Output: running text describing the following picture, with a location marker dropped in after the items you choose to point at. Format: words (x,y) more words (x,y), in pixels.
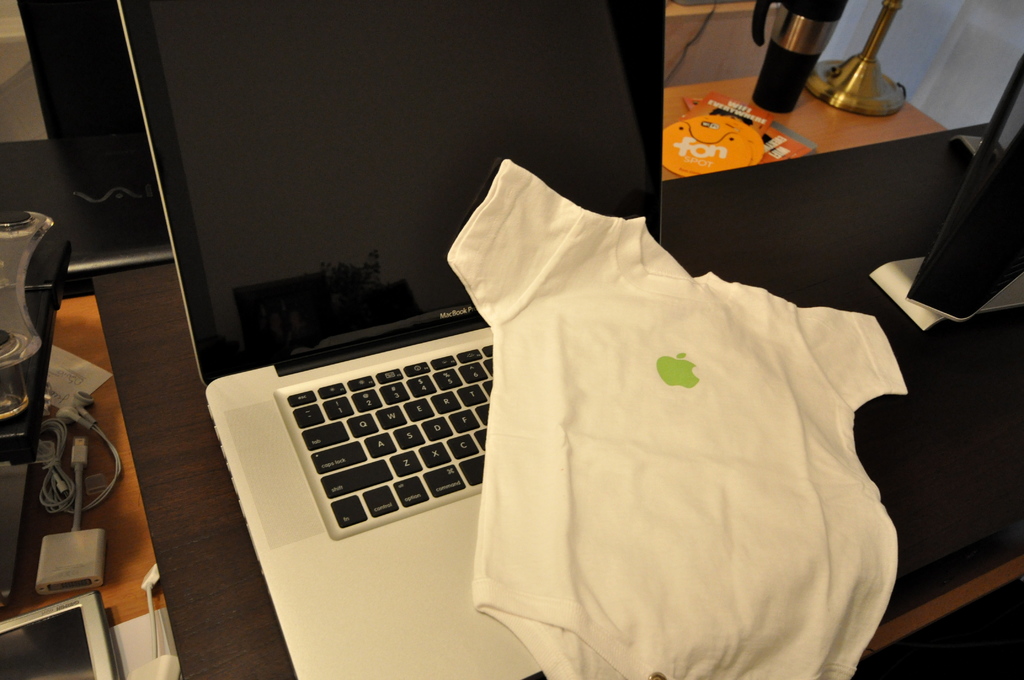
In the picture there is a laptop (352,356) near to the laptop (355,305) there is a small shirt (725,291) there are on the table (97,515) along with them there are some cables (96,558) some flask (785,32) and papers (166,633).
